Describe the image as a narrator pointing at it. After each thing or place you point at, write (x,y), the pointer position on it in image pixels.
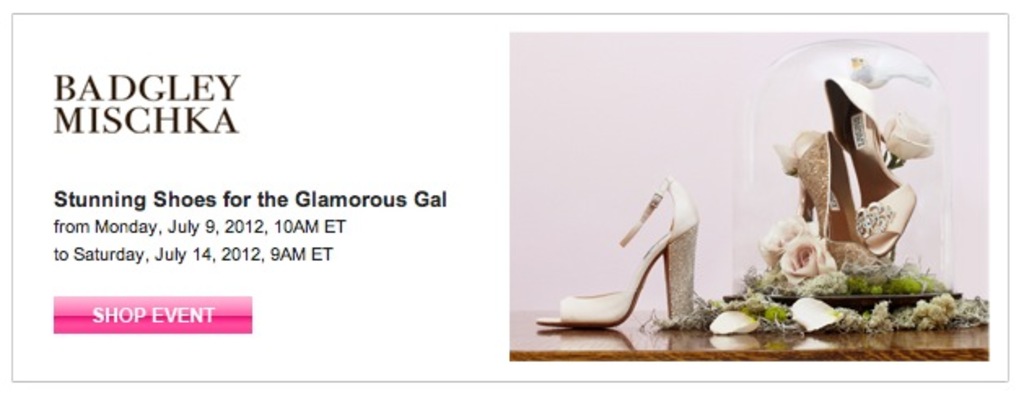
This is an edited image. On the left side of the image (333,252) we can see some text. On the right side (847,262) we can see the sandals (854,262), roses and some decors (827,278) in a container (932,265) which is placed on the table (870,339). We can also see a sandal (688,247) and some decors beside it.
